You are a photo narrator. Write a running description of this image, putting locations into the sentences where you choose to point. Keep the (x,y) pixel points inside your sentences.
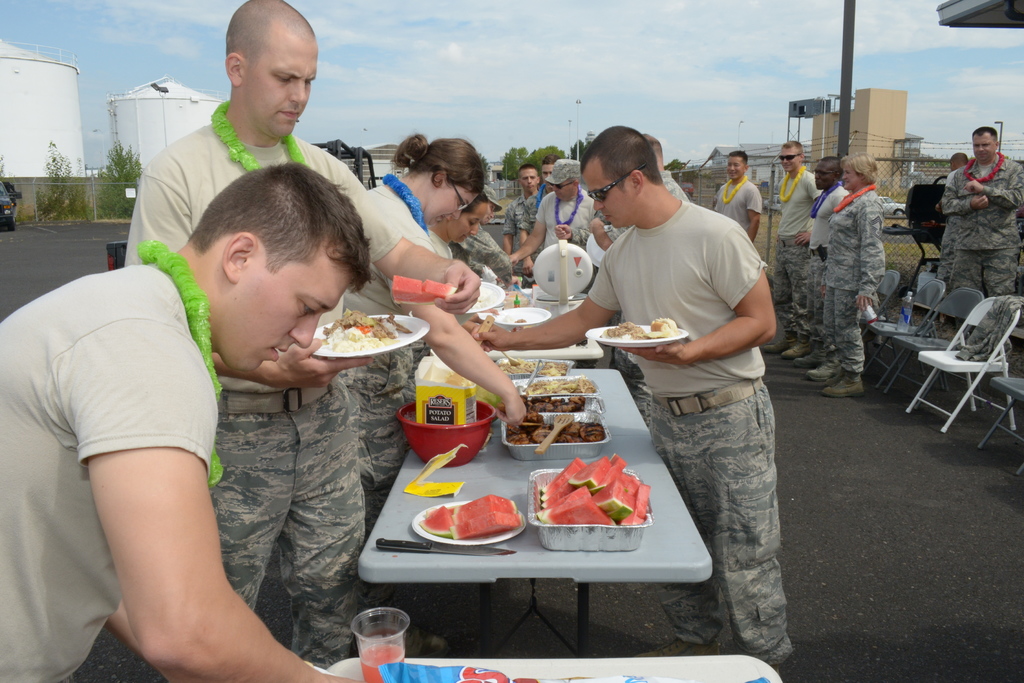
In this image I can see people (80,378) standing, wearing garlands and military uniform (477,268). There are food items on the tables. There are chairs (961,327) on the right (936,284). There are trees (123,176), poles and other objects (721,163) at the back (22,179). There is sky (630,74) at the top (630,74).
